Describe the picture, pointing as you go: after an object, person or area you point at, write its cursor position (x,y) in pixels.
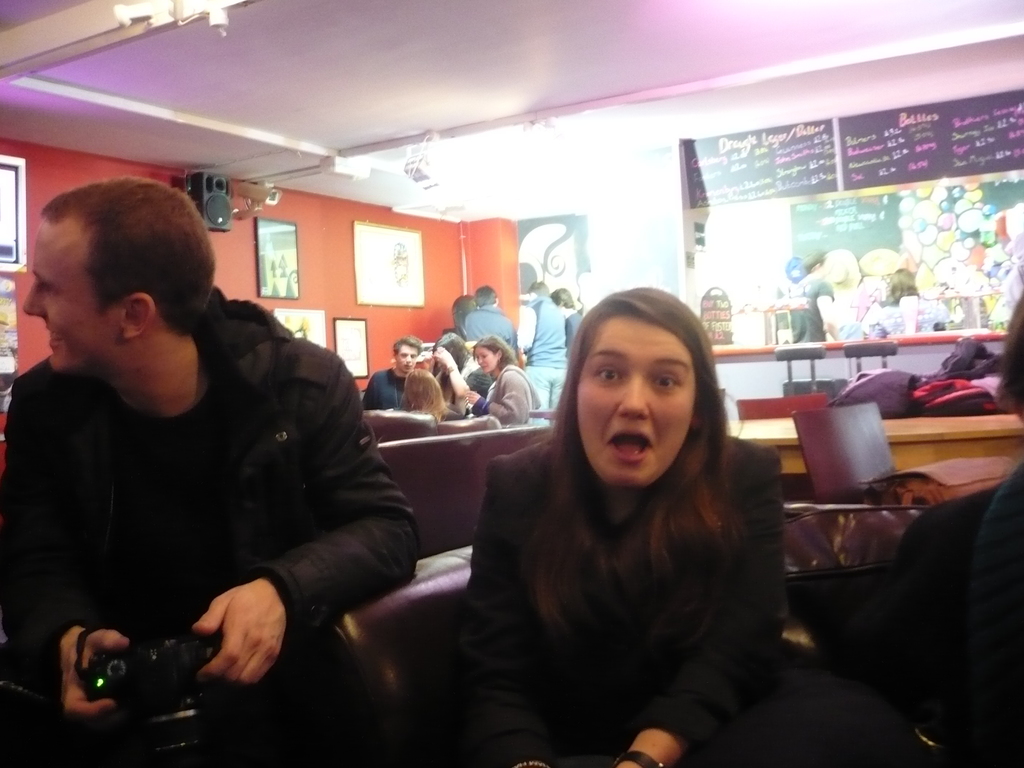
The men (148,486) wearing black dress (150,494) is holding a camera (170,696) in his hands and there's another girl (625,549) sitting beside him and there are group of people (494,358) behind them.
